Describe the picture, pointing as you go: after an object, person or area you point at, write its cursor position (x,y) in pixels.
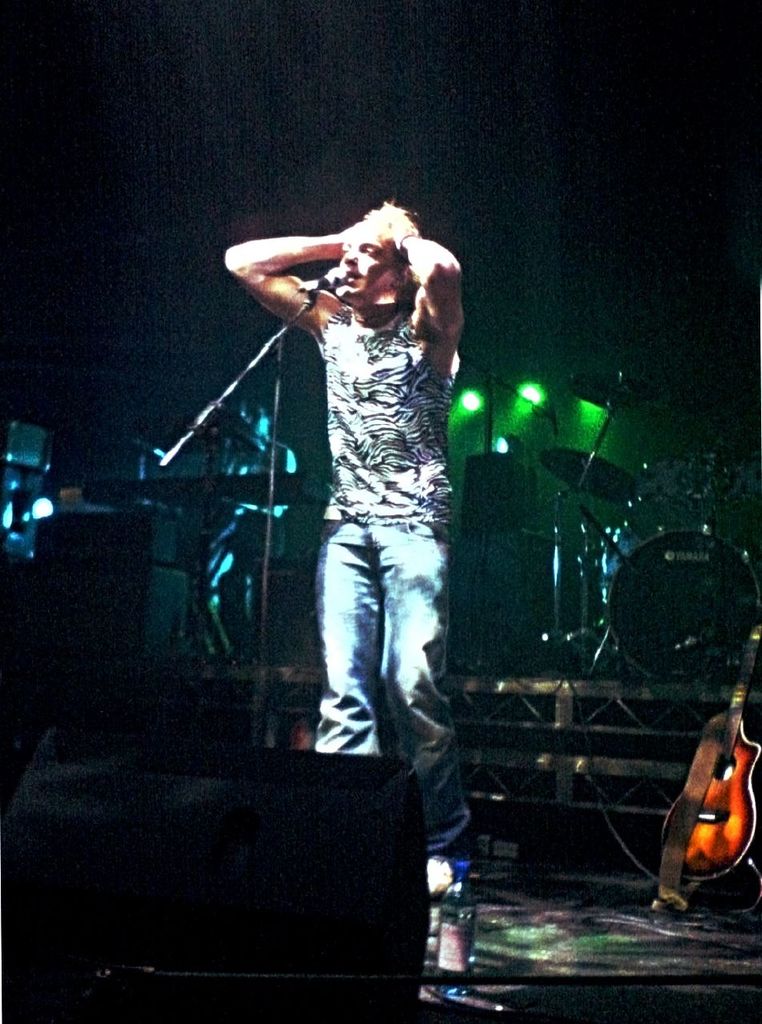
It is a music concert a man (339,619) is standing and singing a song, beside him there is a guitar (741,699), in the background (209,501) there are few drums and a piano (108,494) behind him there are green color lights (537,389).
